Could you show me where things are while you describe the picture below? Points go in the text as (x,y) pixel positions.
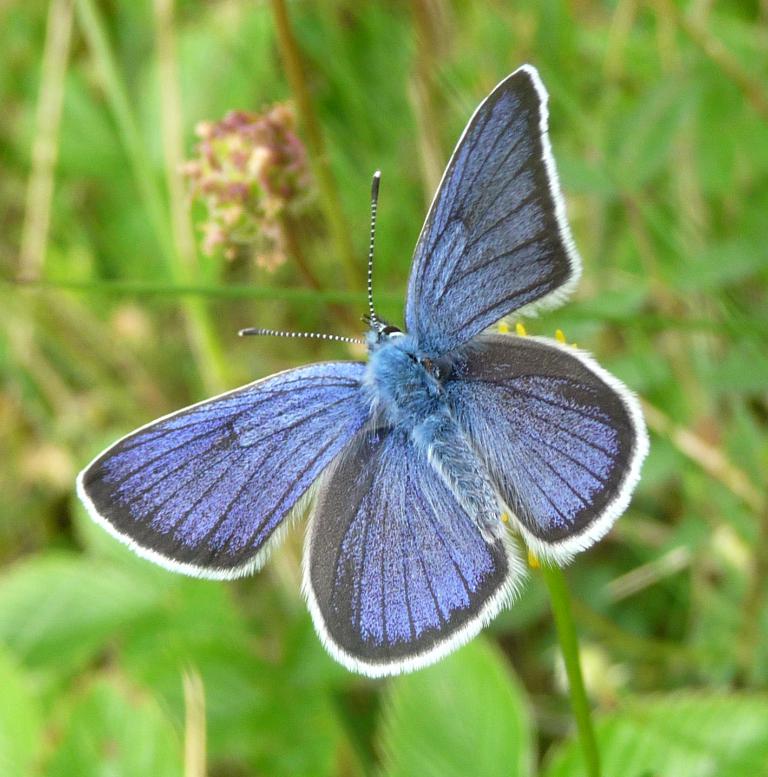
This picture contains a blue color butterfly (379,389) on a yellow color flower (524,541). In the background (345,229), we see plants (470,673) in green color and it is blurred.
